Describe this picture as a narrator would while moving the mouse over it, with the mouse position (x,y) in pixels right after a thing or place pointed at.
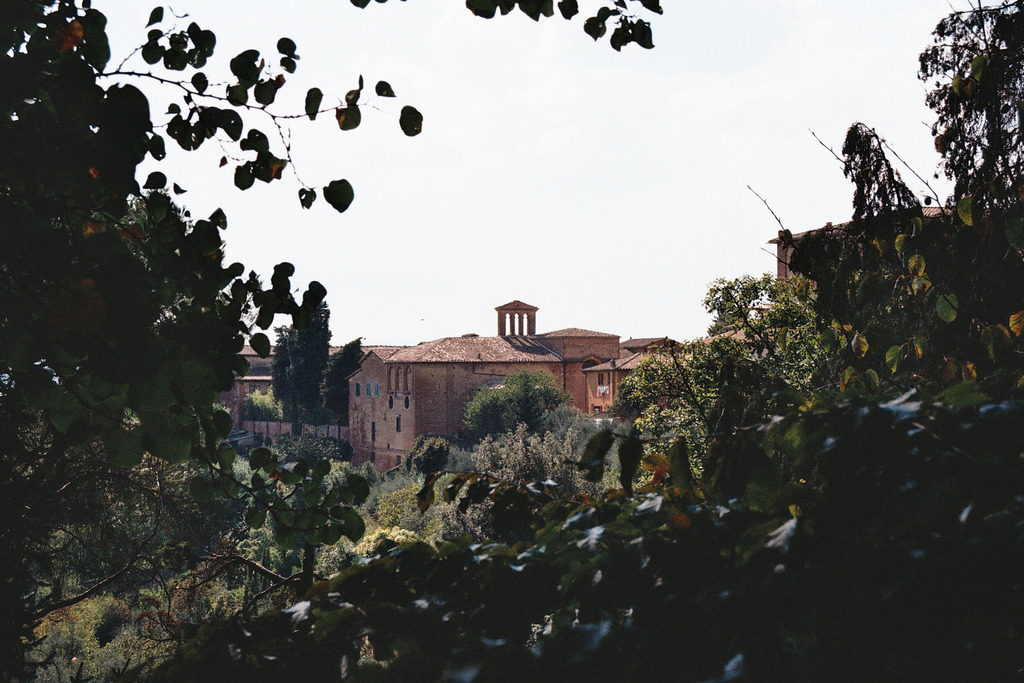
At the bottom of the picture (732,492), we see the trees (780,470). There are buildings (455,429) in the background (621,369). At the top of the picture (662,124), we see the sky (499,109).
